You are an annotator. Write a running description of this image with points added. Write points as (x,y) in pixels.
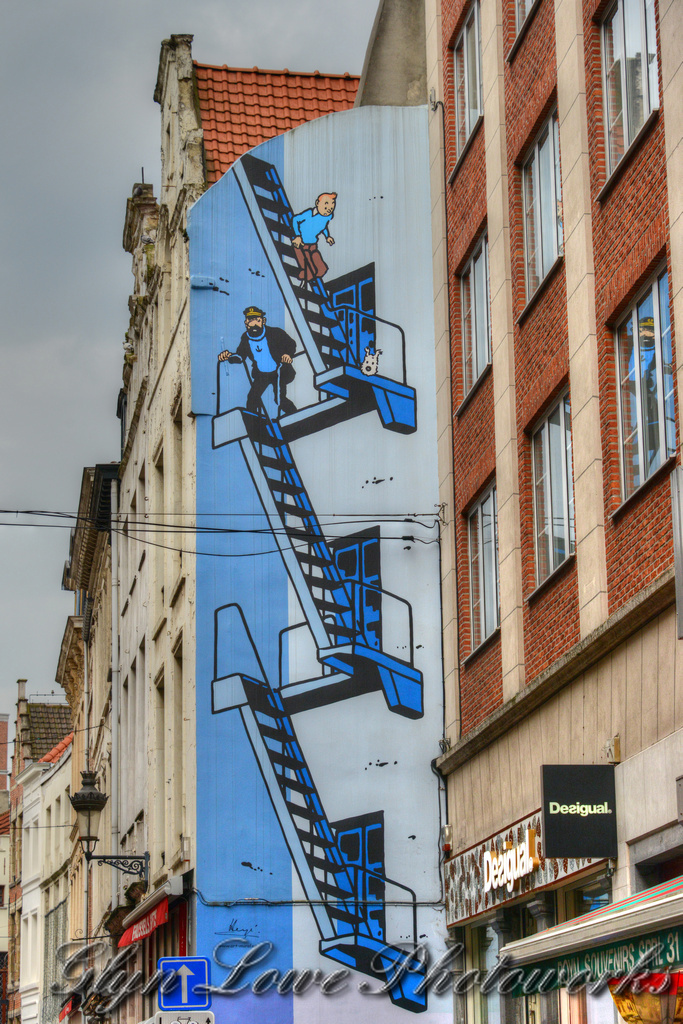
In the center of the image (285,366) we can see the sky (97,253), clouds (63,305), buildings (324,585), wires (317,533), windows (484,558), one pole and boards (530,822) with some text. And we can see some painting (344,594) on one of the buildings (394,691). At the bottom of the image (536,970), we can see some text (235,966).
